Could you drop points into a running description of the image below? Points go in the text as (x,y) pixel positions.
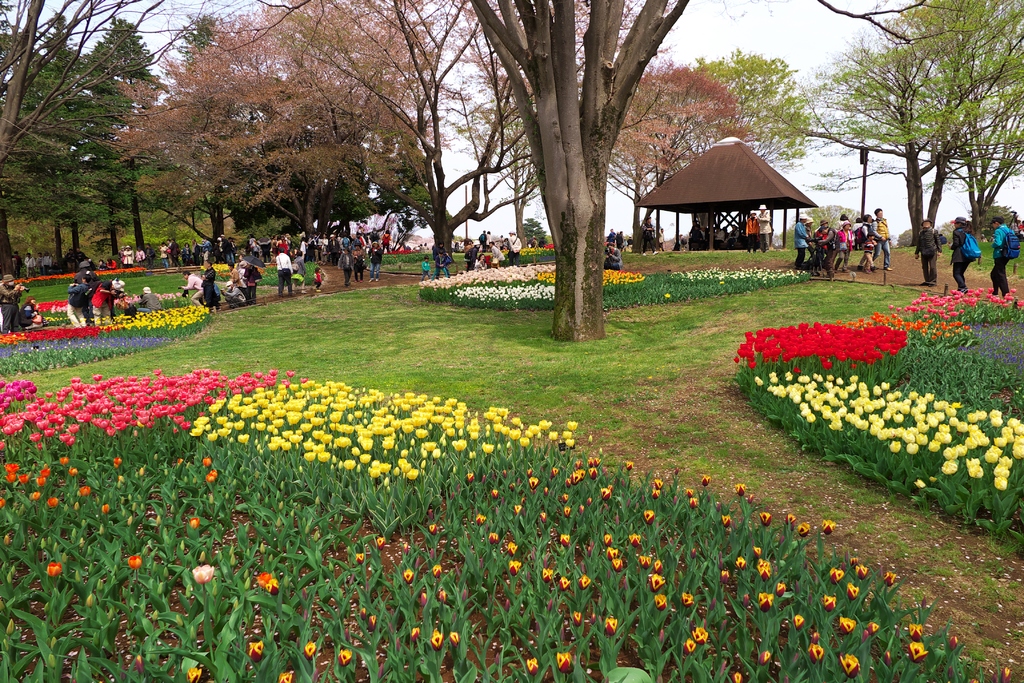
This is a picture of a garden (600,292) where we can see pink, yellow, orange, red and white color flowers (200,430) and so many trees (484,113). And people (796,234) are standing and walking in the garden (395,265).
